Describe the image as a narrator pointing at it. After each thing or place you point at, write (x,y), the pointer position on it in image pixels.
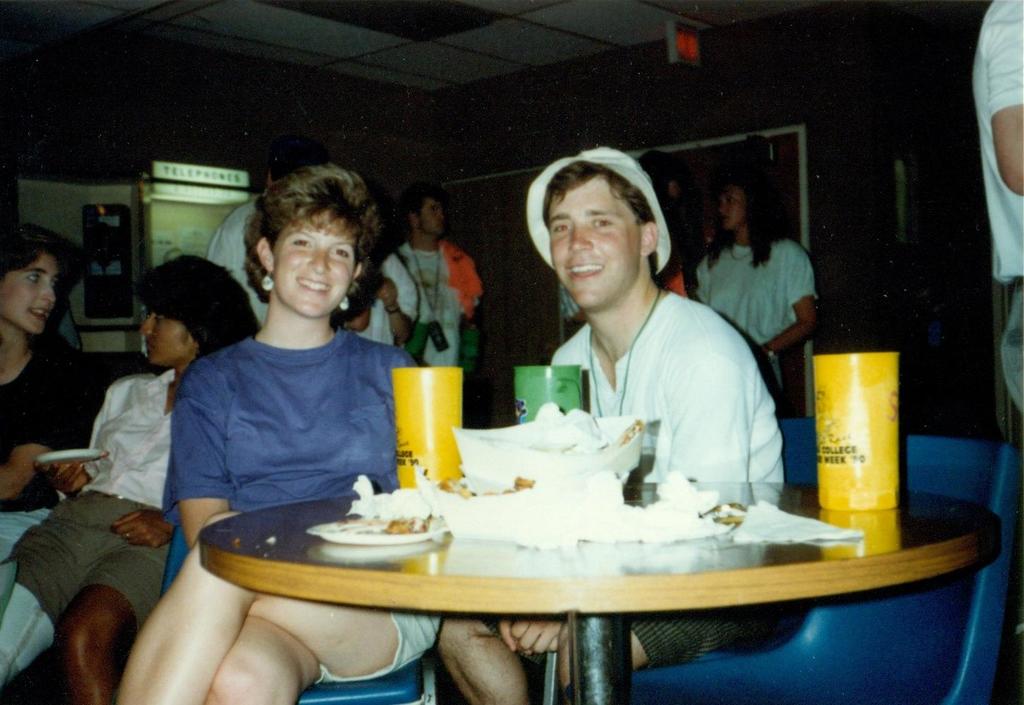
There are so many people (596,220) sitting in a room (966,398) behind the table (834,521) where there are so many glasses (456,452) and tissues (816,522) on it. Behind them there are so many people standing in front of wall (467,156).
